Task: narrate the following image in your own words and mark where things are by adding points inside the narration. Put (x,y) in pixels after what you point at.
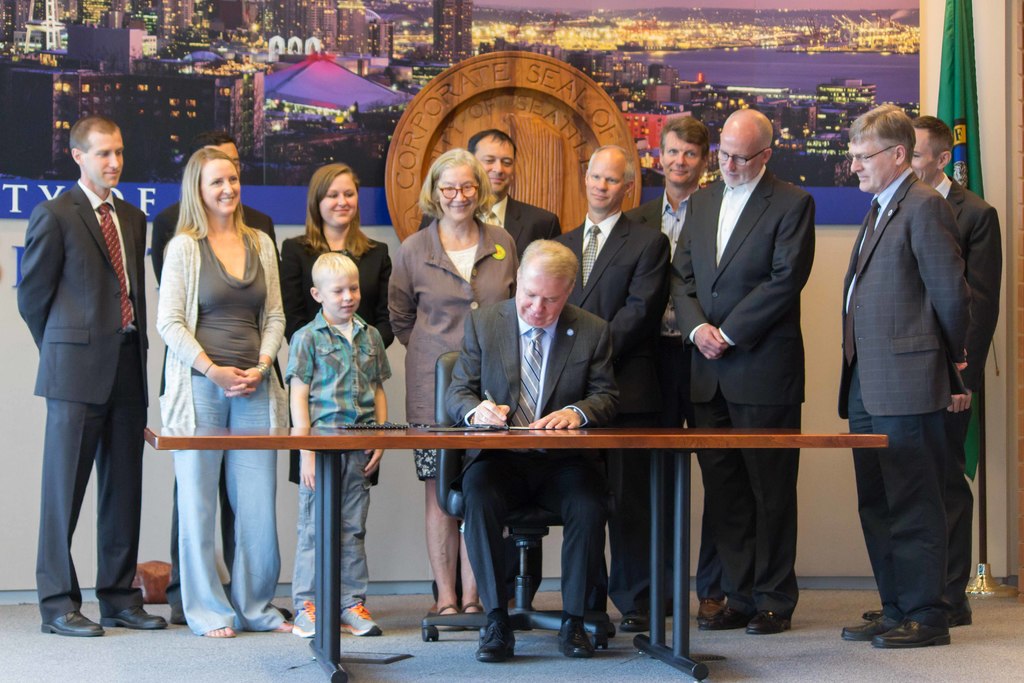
In this picture we can see a man (509,487) sitting on a chair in front of a table (494,440), there are some people (892,334) standing in the background (738,231), this man (546,376) is writing something, on the right side (963,109) there is a flag (959,122), we can see a wall poster (857,209) in the background (802,58).
